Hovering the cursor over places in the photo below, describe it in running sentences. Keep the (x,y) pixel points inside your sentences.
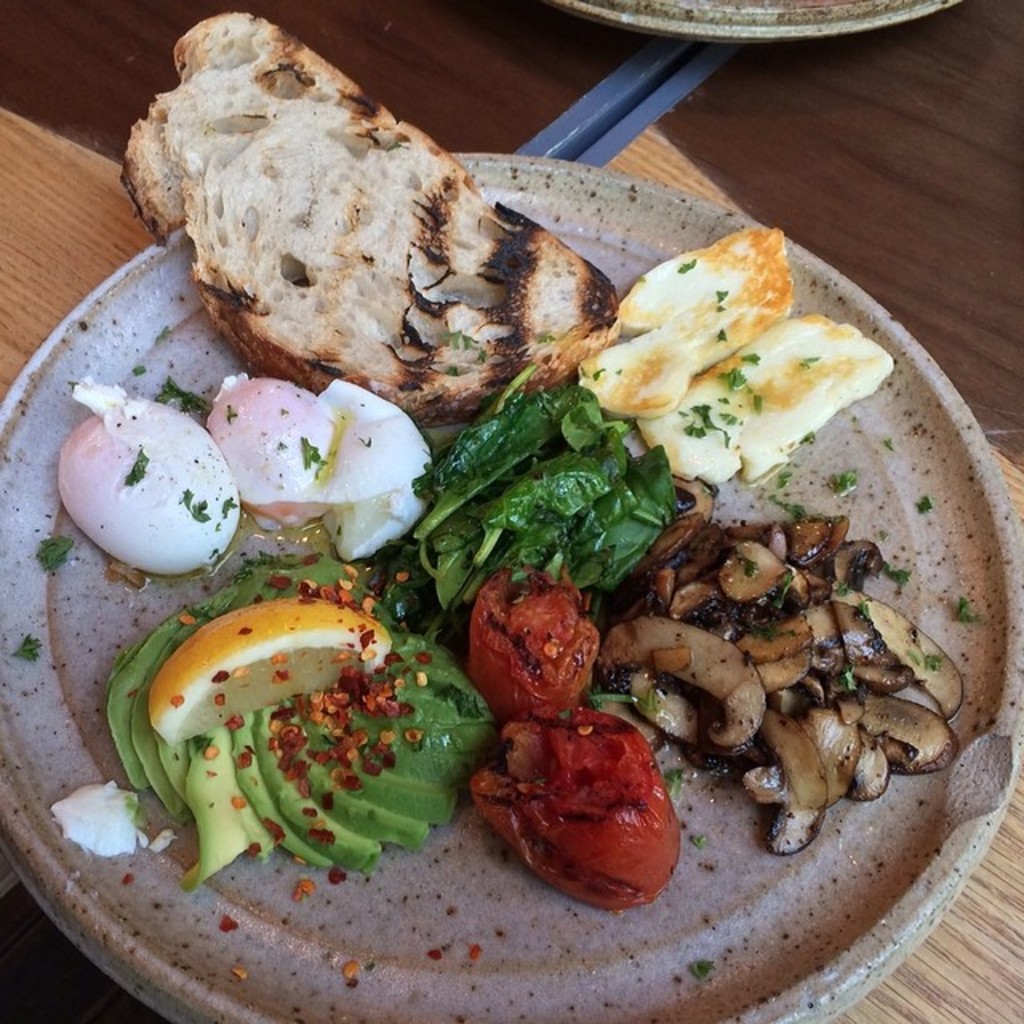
In this picture we can see food items (470,666) in a plate (598,677) and this plate (627,674) is placed on a platform (886,1000).
